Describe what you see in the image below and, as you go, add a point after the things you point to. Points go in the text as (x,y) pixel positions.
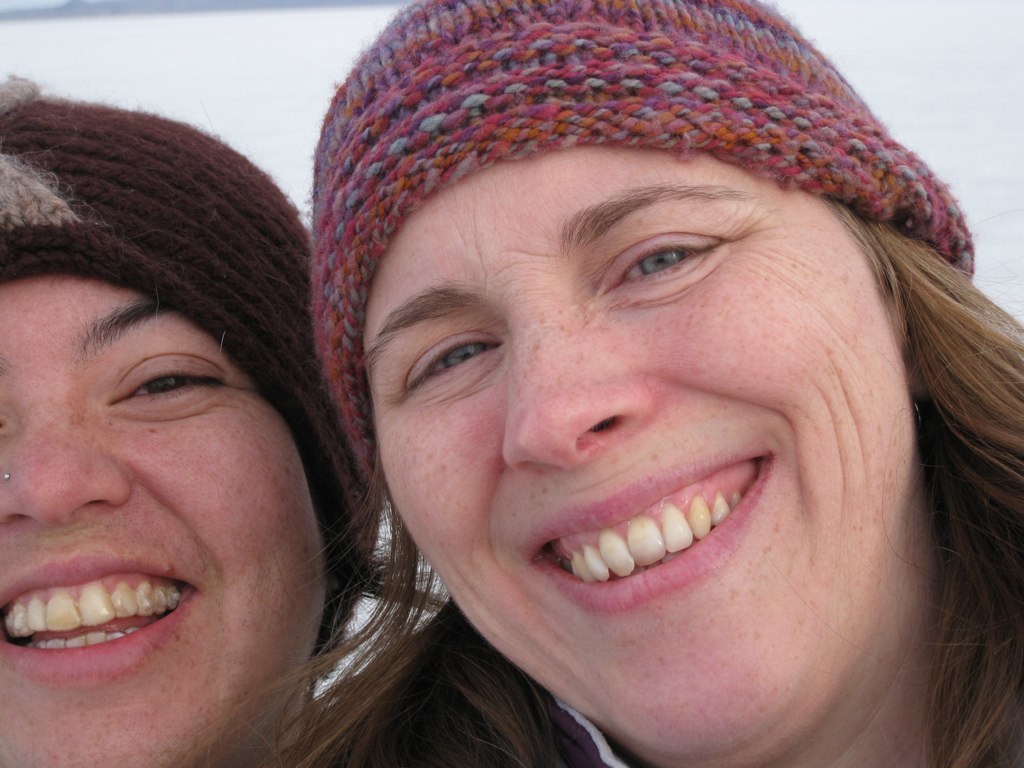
In the image there are two women (181,581), they are smiling and both the women (325,325) are wearing caps (490,137) to their heads (481,260).
